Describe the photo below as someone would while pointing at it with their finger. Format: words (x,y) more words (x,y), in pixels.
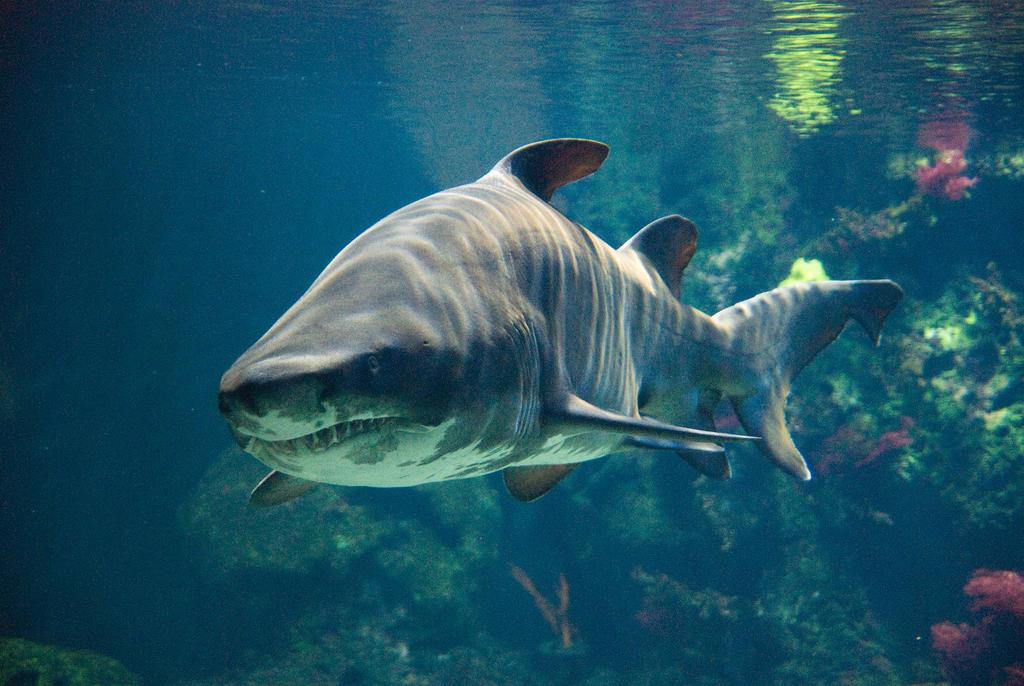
In this image we can see shark (558,315) underwater.
